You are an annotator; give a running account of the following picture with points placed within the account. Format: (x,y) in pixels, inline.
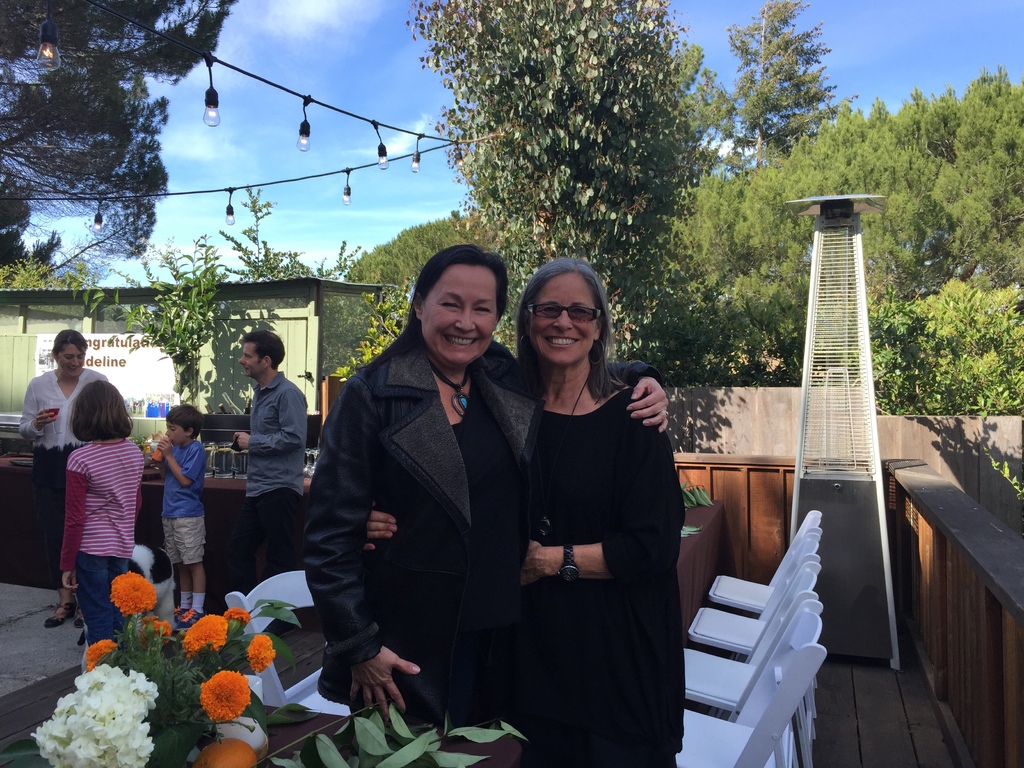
In this image, we can see two are holding each other. They are watching and smiling. At the bottom (93,705), we can see flowers (109,682), leaves (156,657) on the wooden surface (489,764). Background (884,680) we can see few chairs (784,707), floor (915,652), few people (181,501), some objects (843,430), shed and so many trees (901,394). Here we can see bulbs (383,157) and sky (365,158).
